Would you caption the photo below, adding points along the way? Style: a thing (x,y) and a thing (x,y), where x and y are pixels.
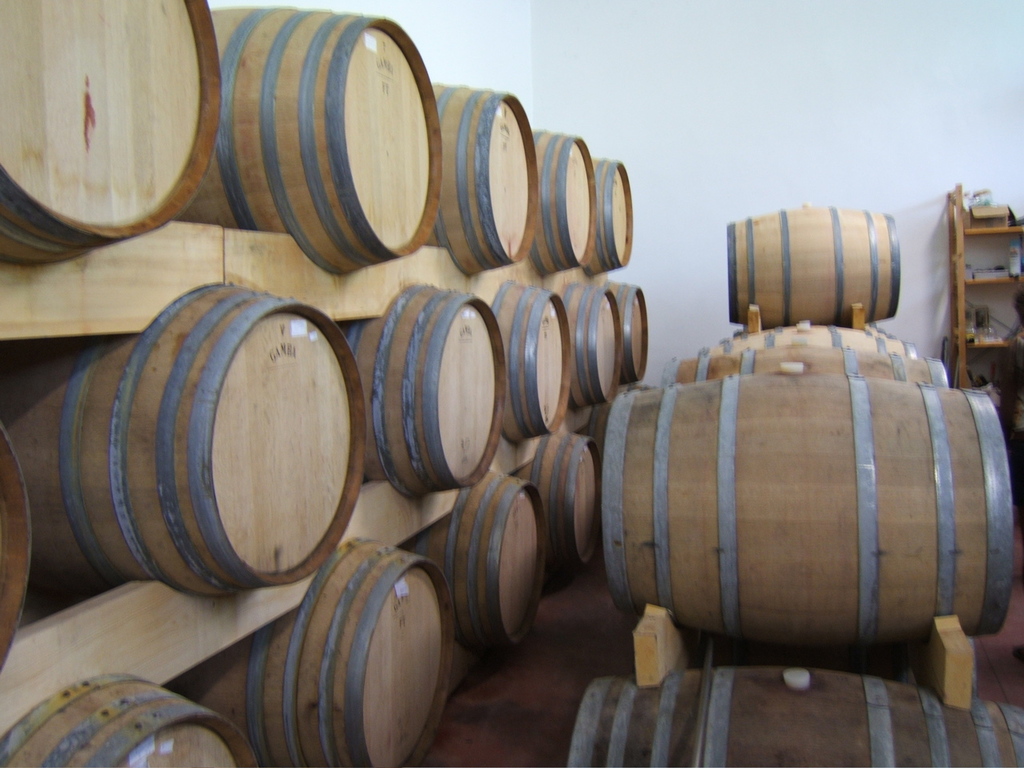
In the center of the image (557,327) there are barrels (492,450). In the background of the image (719,166) there is wall (734,98). At the bottom of the image (474,704) there is floor (469,726). To the right side of the image (969,379) there is a rack (987,233) in which there are objects (986,193).
